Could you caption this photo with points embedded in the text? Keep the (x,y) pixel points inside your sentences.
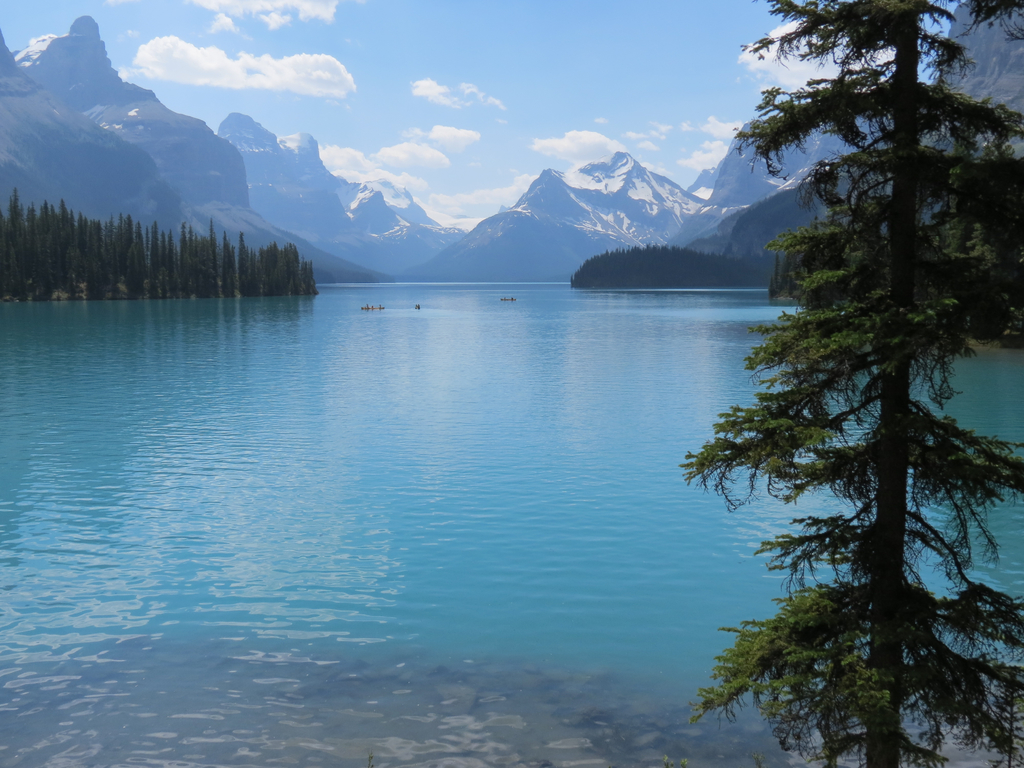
In this image we can see the lake (271,449), trees (243,276), mountains (680,198) and also the sky (492,32) with the clouds (173,60).
